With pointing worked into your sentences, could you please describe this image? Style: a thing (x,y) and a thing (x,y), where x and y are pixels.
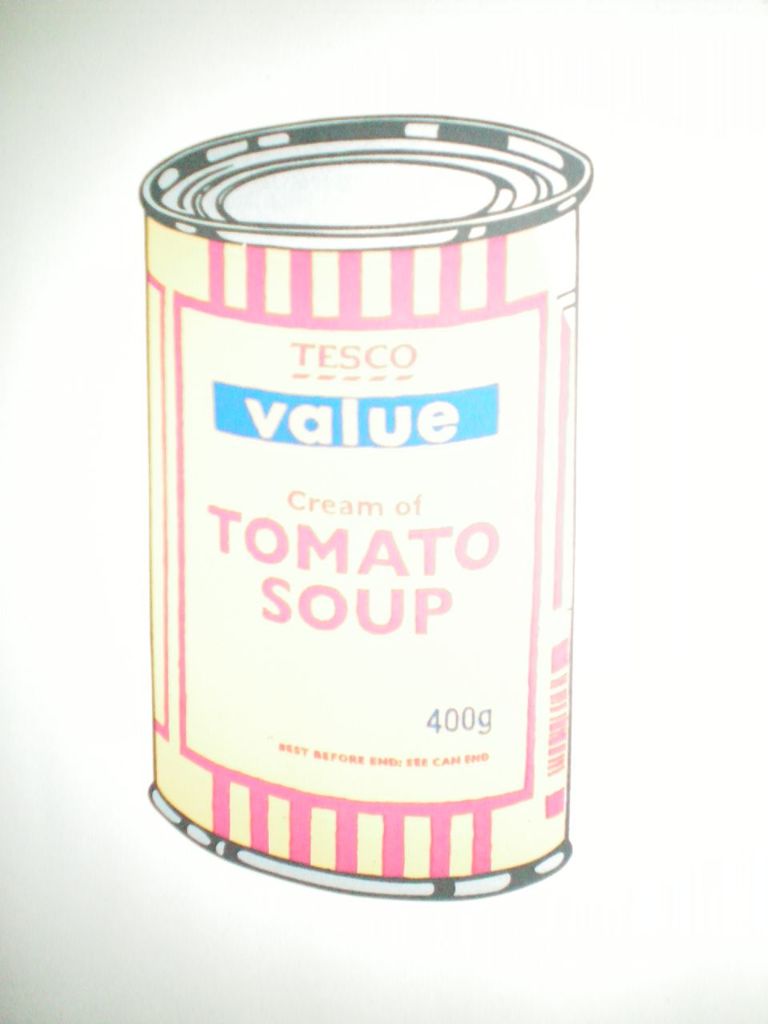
In this picture there is a poster (564,510). On the poster (515,267) i can see the can (449,764).
